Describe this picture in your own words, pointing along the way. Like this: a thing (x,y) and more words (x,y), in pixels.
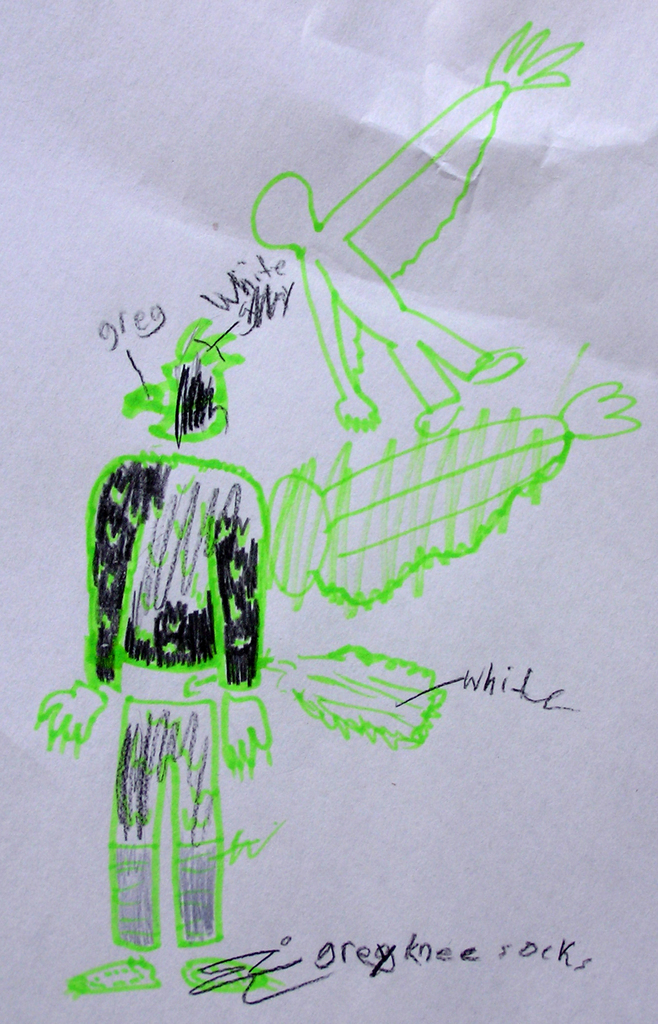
In this picture, we can see some text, and some sketch (364,607) on a paper (258,726).
